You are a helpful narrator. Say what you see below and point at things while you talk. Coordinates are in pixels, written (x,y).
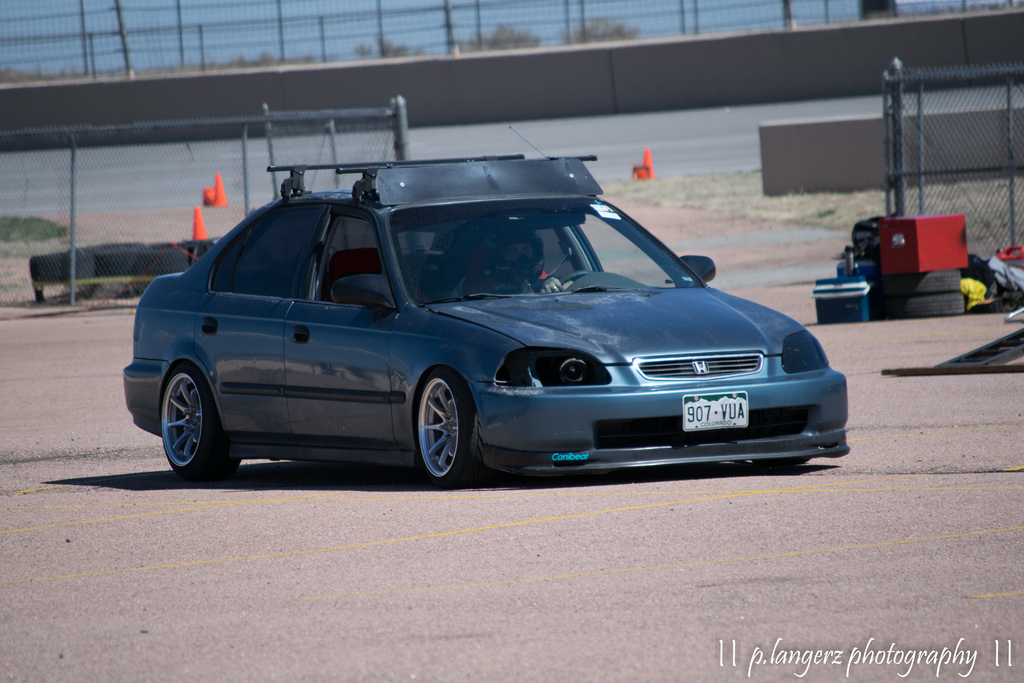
There is a blue color vehicle (347,318) on the road (827,511). In the vehicle (698,288), there is a person (543,260) holding steering wheel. In front of this vehicle (566,283), there is watermark (754,653). In the background (952,205), there is a red color box (890,243) on the tires (919,289), there is fencing (925,143), there are orange color poles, there is wall (357,107), there are fencing (138,42), there are trees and there is sky (99,2).
